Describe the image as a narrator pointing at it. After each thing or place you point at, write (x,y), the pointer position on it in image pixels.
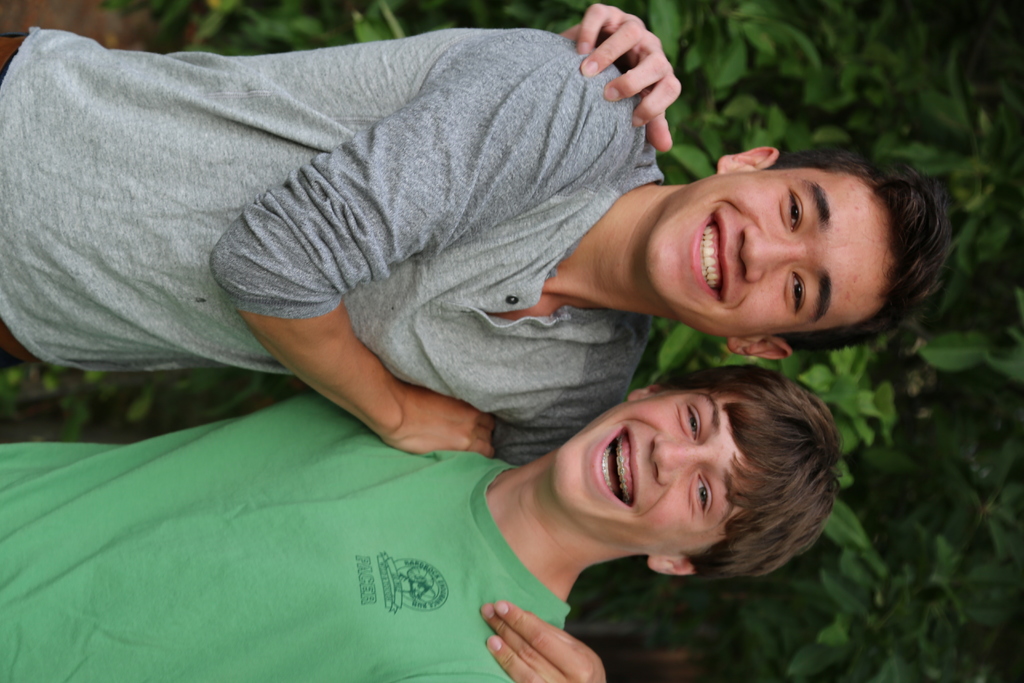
In this image we can see two persons (367,481) holding each other, one person (495,462) is wearing green color t-shirt (300,542), and the other one (268,234) is wearing ash color t-shirt (272,194), behind them there are some plants (762,30).
